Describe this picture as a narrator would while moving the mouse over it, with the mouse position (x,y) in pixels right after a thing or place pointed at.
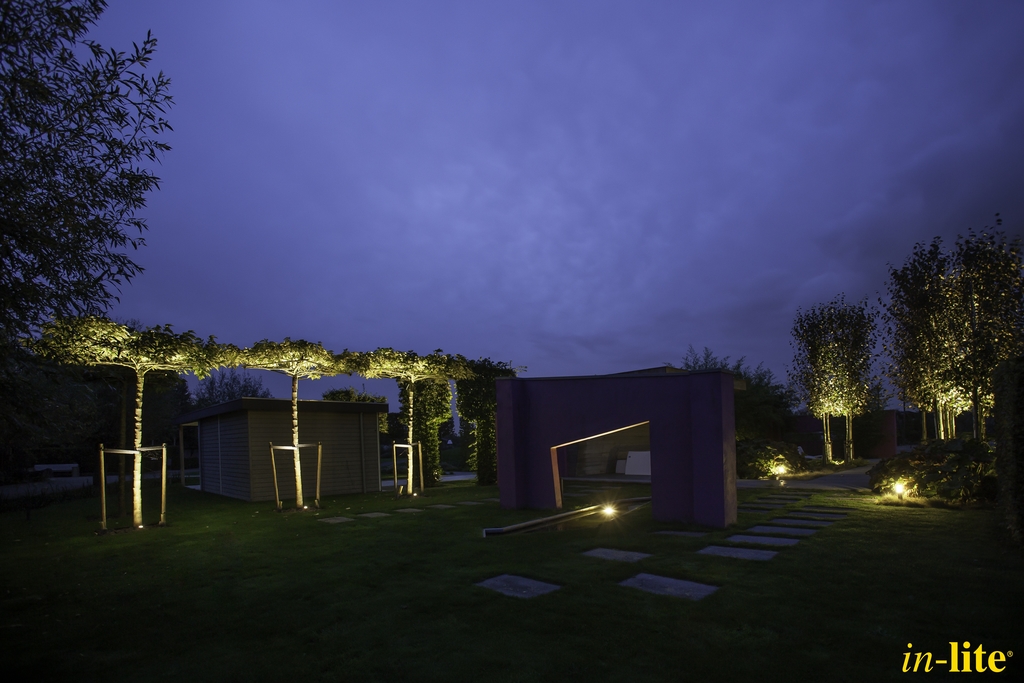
In the bottom right (956,643), there is a watermark (940,654). In the background (349,438), there is a shelter (286,414), there are trees (924,342), lights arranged and grass (229,549) on the ground (380,535) and there are clouds (761,58) in the sky (731,225).
